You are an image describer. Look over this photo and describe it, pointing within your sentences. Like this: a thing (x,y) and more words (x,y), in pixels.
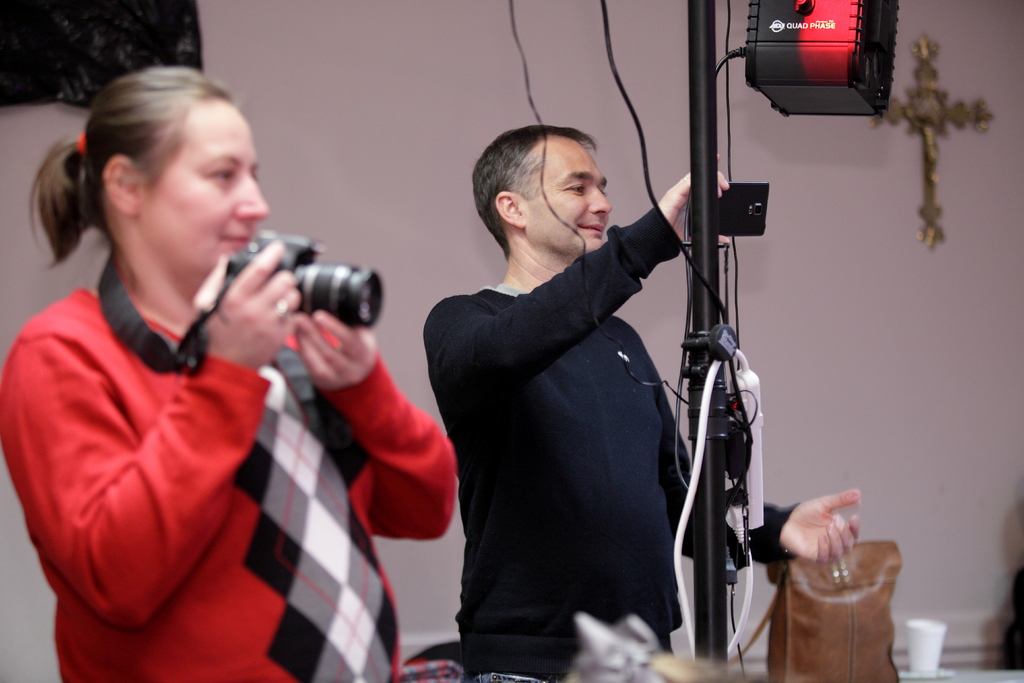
In this image I see a woman (147,134) who is holding a camera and I see a man (519,360) who is holding a mobile (763,192) and he is laughing. In the background (488,241) I see a bag (775,654), a cup (928,665) and the wall (401,27).
